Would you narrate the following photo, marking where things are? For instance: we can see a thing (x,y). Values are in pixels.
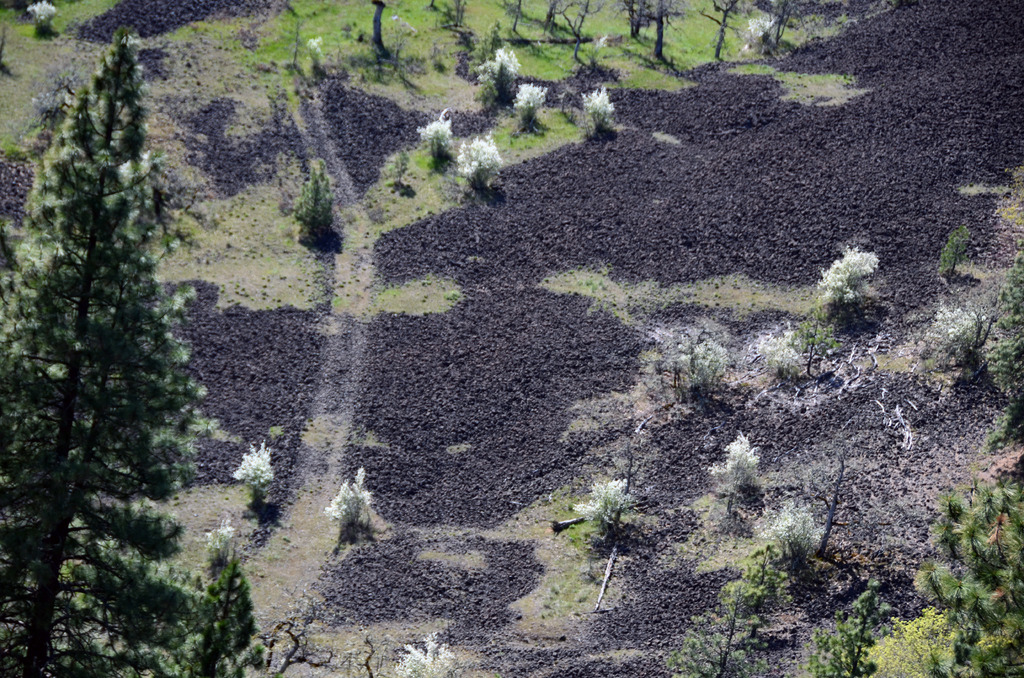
In the image we can see there is ground (522,315) covered with grass (52,46) and road (361,212). There are plants (917,660) and there are trees (115,353).
